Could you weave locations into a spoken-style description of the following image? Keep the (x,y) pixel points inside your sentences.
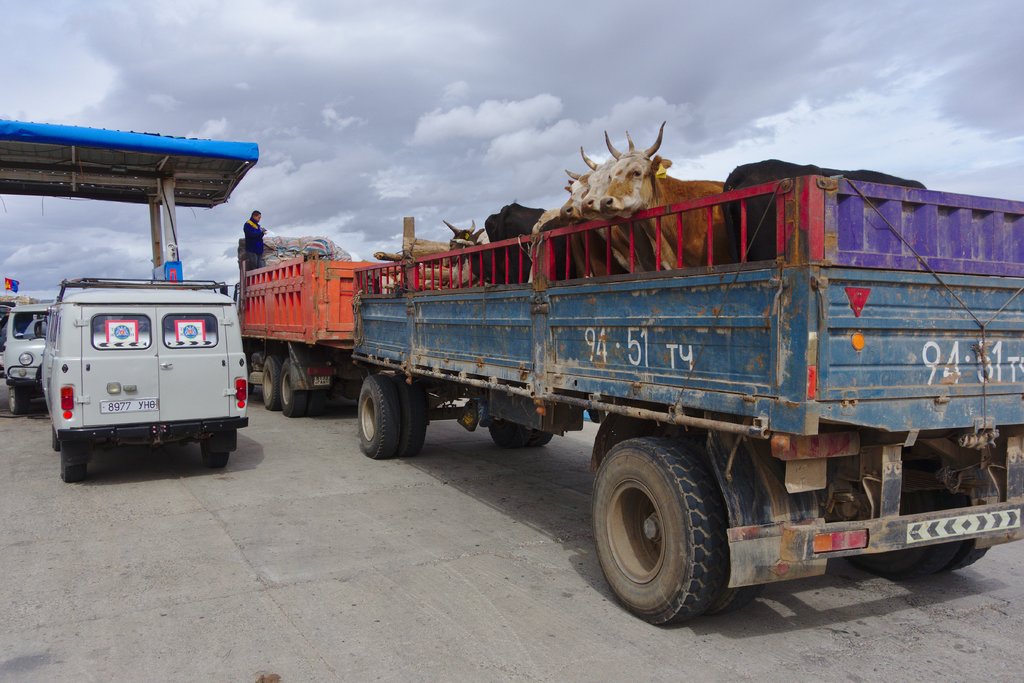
In this picture I can see the road (312,483) on which there are number of vehicles (205,294) and on the right side of this picture (781,343) I can see a trolley (508,291), on which there are animals (733,232) and on the top of this picture (147,161) I can see the shed (33,144) and the cloudy sky (679,106). I can also see a person (254,263).
